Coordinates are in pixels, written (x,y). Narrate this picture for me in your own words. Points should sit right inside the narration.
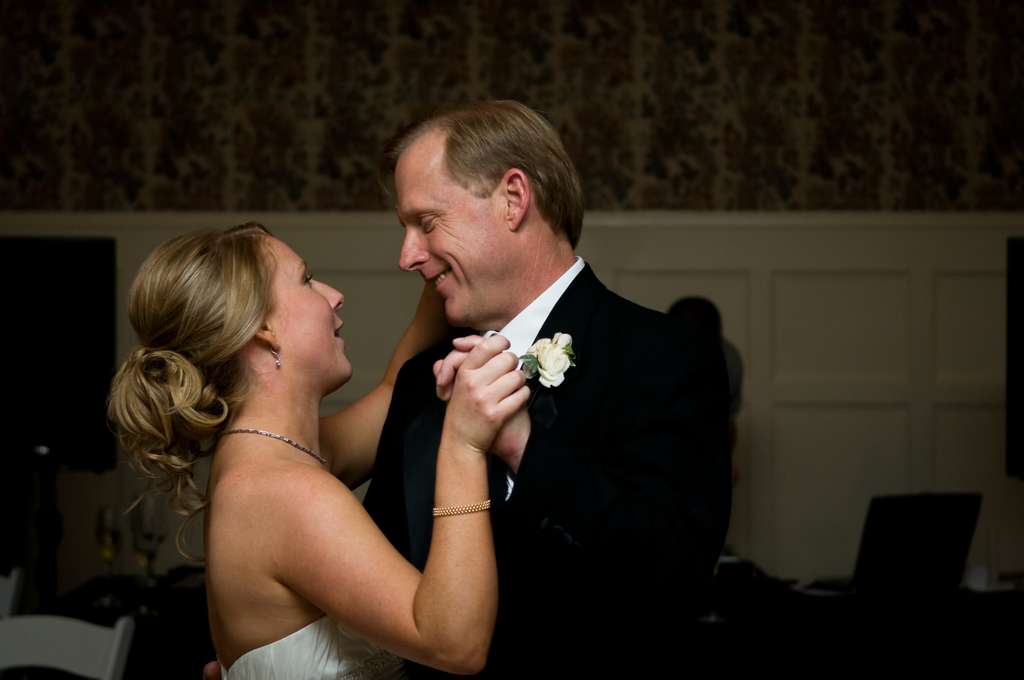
In this image I can see two persons (430,521), the person (629,507) at right (692,537) is wearing black and white color dress (518,347) and the person (374,623) at left (290,667) is wearing white color dress (342,655) and I can see the white and brown color background (992,322).
